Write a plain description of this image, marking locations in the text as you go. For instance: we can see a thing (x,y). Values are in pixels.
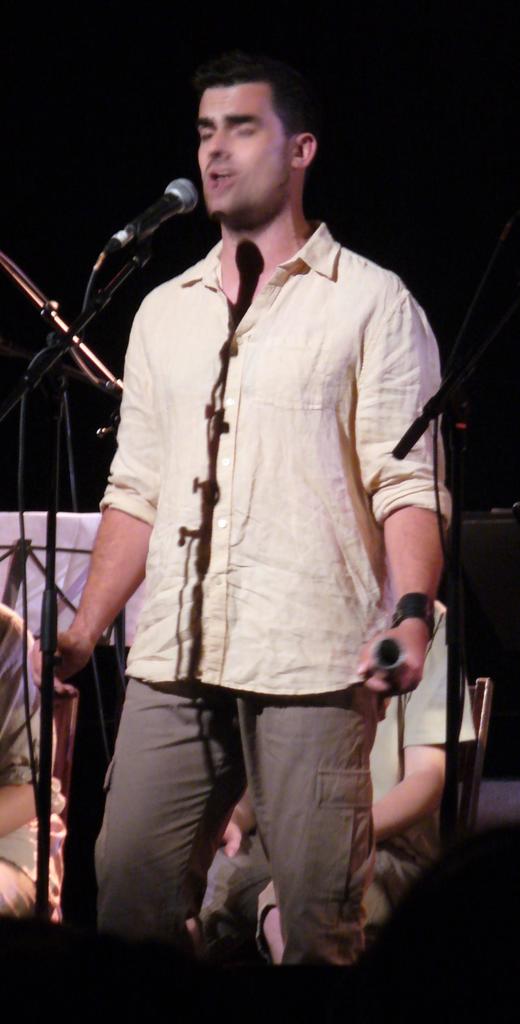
Background (514,112) portion of the picture is completely dark. Few objects (478,775) and people (408,740) are visible. In this picture we can see a man (371,437) wearing a shirt (367,379), holding an object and standing. It looks like he is singing. We can see stand (53,626), wires (19,479) and a microphone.
